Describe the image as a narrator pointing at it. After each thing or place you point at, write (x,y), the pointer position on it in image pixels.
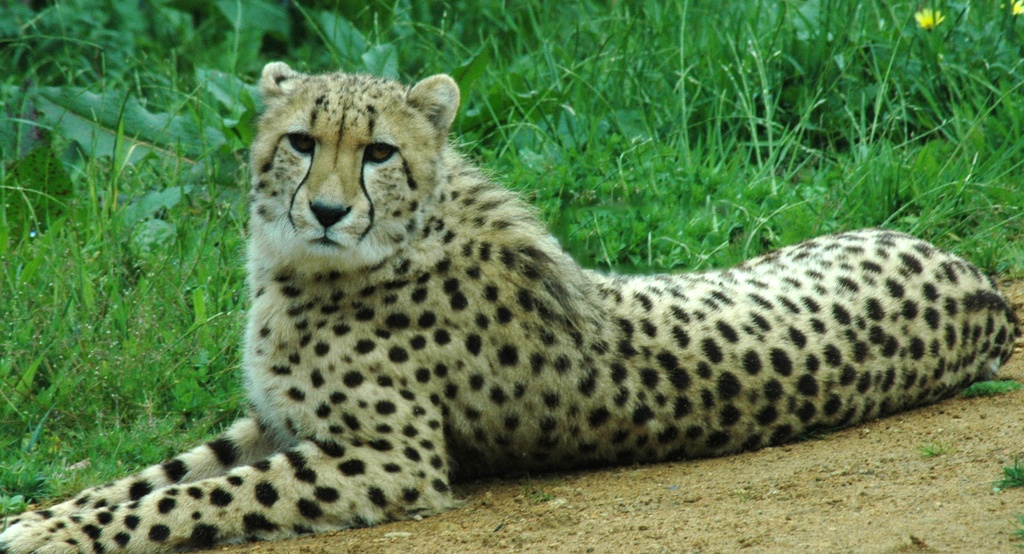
In the center of the image (467,301) we can see one cheetah (539,419), which is in black and cream color. In the background (702,74), we can see the grass (37,160), flowers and a few other objects (170,166).
